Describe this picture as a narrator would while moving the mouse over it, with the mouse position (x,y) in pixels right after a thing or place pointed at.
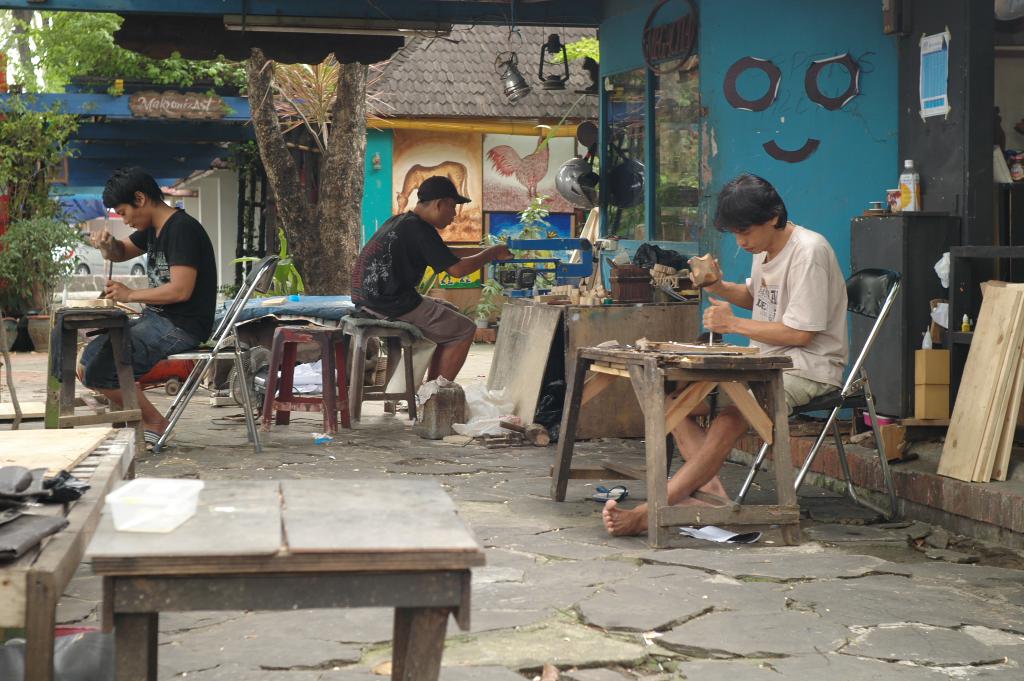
In this image I can see three people (162,307) are sitting on the chairs (198,359). Two people (182,246) are doing some woodwork and the other person (382,250) is doing some other activity. In the background (468,149) I can see a house (453,133) and trees (37,153). On the left bottom of the image (194,571) I can see a table (149,568) and there is a box (153,518) on it. On the right side of the image (955,320) there is a small table (916,257), wall (945,181) and one paper (938,84) is sticked to that wall (953,158).
